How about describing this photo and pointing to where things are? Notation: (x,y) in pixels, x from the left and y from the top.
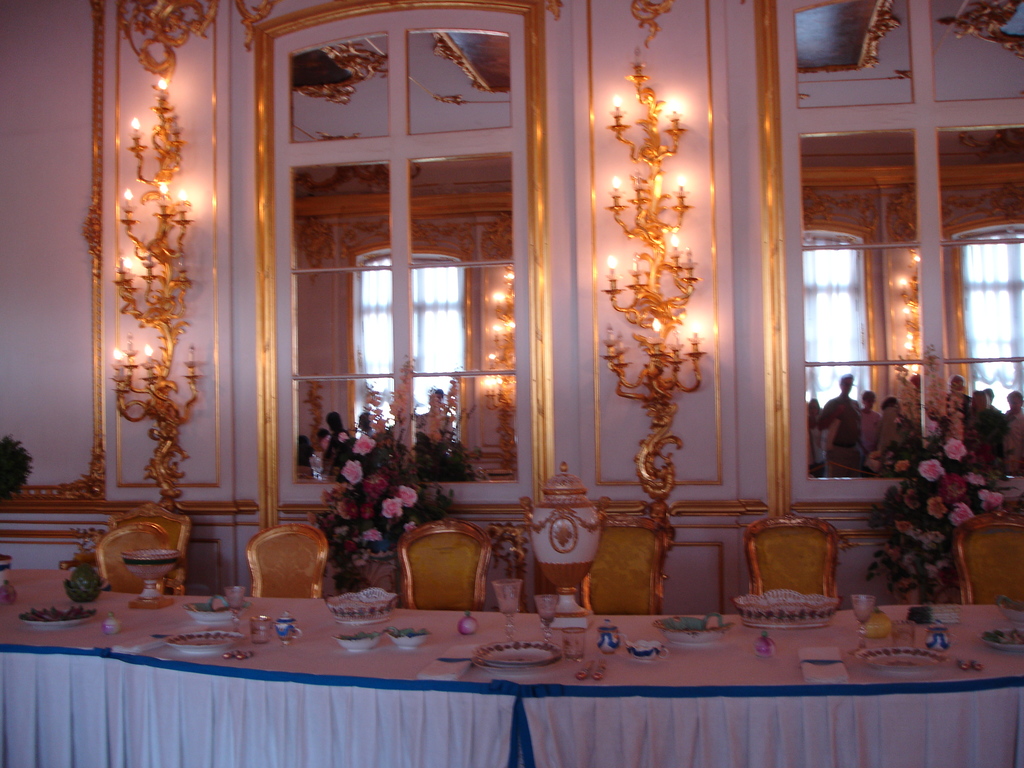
It is a big dining table (41,641), there are plates (1003,647) and wine glasses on it. These are the chairs (828,594), these are the two glass windows (445,252). There are lights (665,305) on the wall (144,472).
